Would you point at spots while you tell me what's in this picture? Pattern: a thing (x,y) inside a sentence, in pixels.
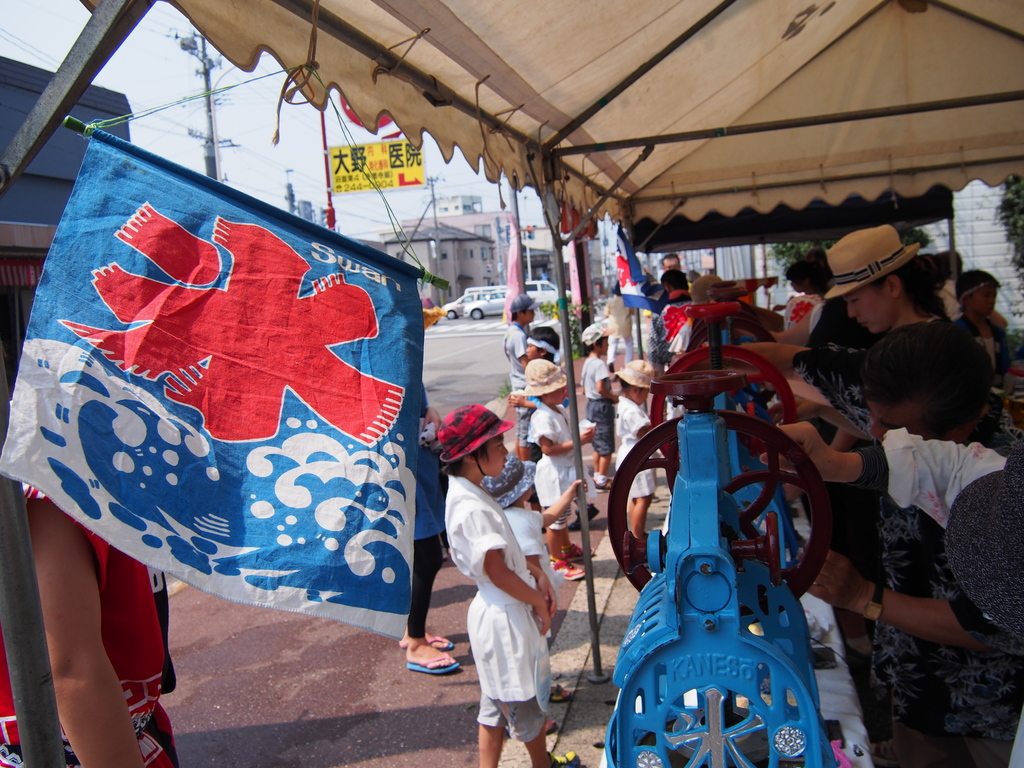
On the left side of the image (272,352) there is a flag (173,356). On the right (904,655) we can see people (913,626). At the bottom (816,629) there is a table (812,596) and we can see ice shaving machines (725,517) placed on the table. There are kids (544,560) wearing hats (514,460). In the background (499,293) there are cars (461,314) on the road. We can see buildings (439,221), poles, board (372,169), tent (433,127), trees (1017,207) and sky (235,120).
